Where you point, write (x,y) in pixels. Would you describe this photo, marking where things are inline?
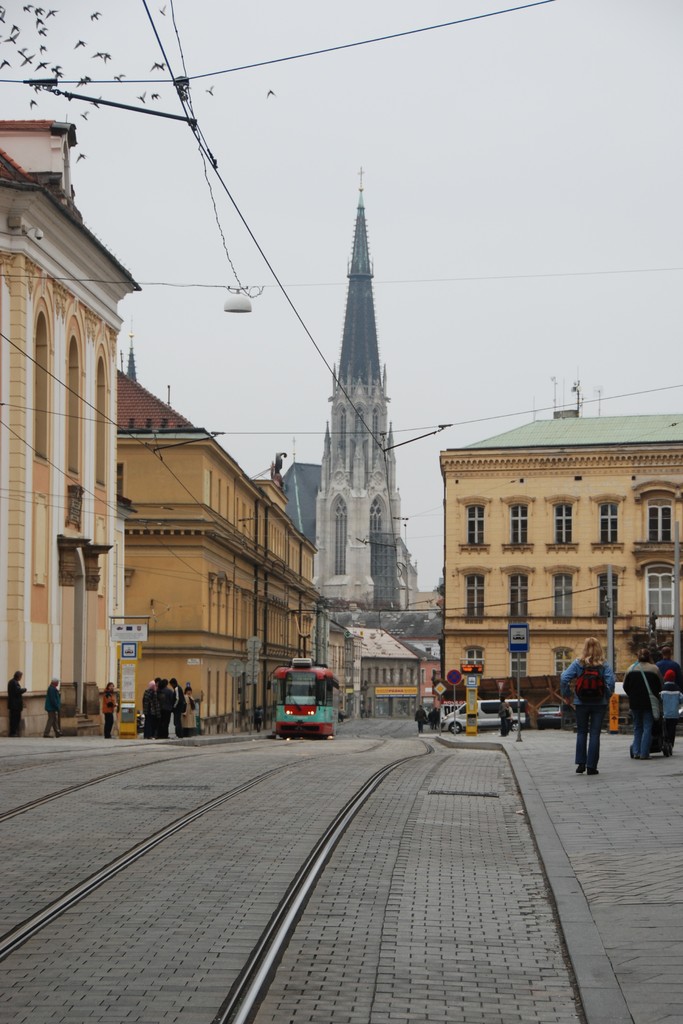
There is a road (202,867) in the foreground area of the image (222,810), there are people (574,692), vehicles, poles (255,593), buildings (399,529), birds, wires (301,56) and the sky (347,247) in the background (244,94).
